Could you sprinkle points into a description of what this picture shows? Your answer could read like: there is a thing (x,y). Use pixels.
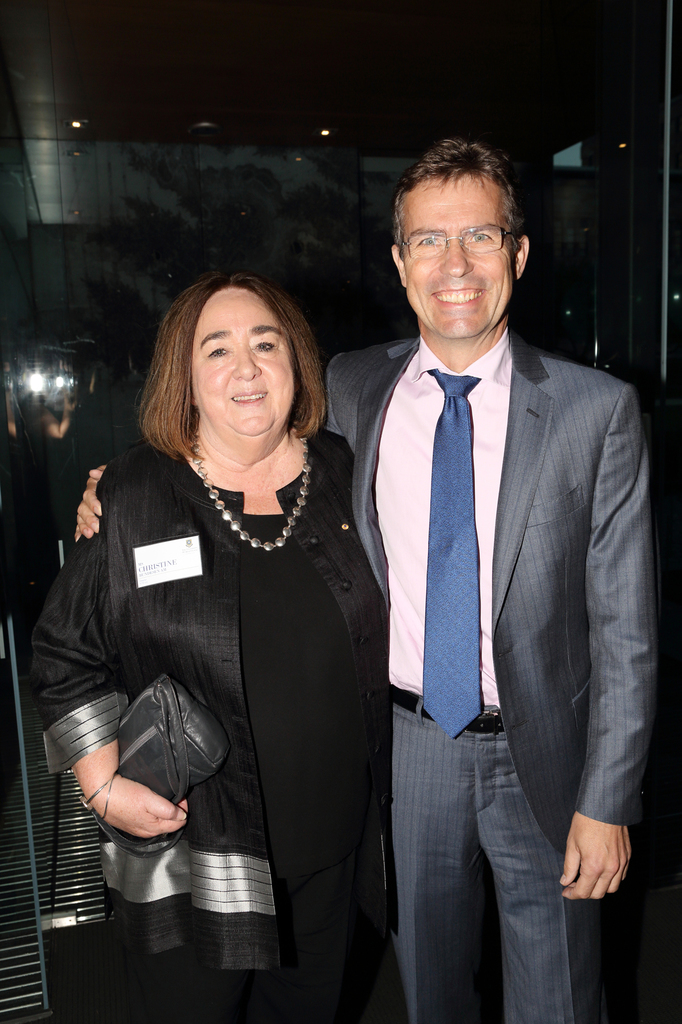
On the left side (180,440), there is a woman (201,440) in a black color dress (290,823), smiling, holding a handbag (173,691) with a hand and standing. Beside her, there is a person (591,440) in a suit (571,403), smiling, holding shoulder (86,555) of this woman (265,520) and standing. In the background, there are lights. And the background (53,354) is dark in color.
